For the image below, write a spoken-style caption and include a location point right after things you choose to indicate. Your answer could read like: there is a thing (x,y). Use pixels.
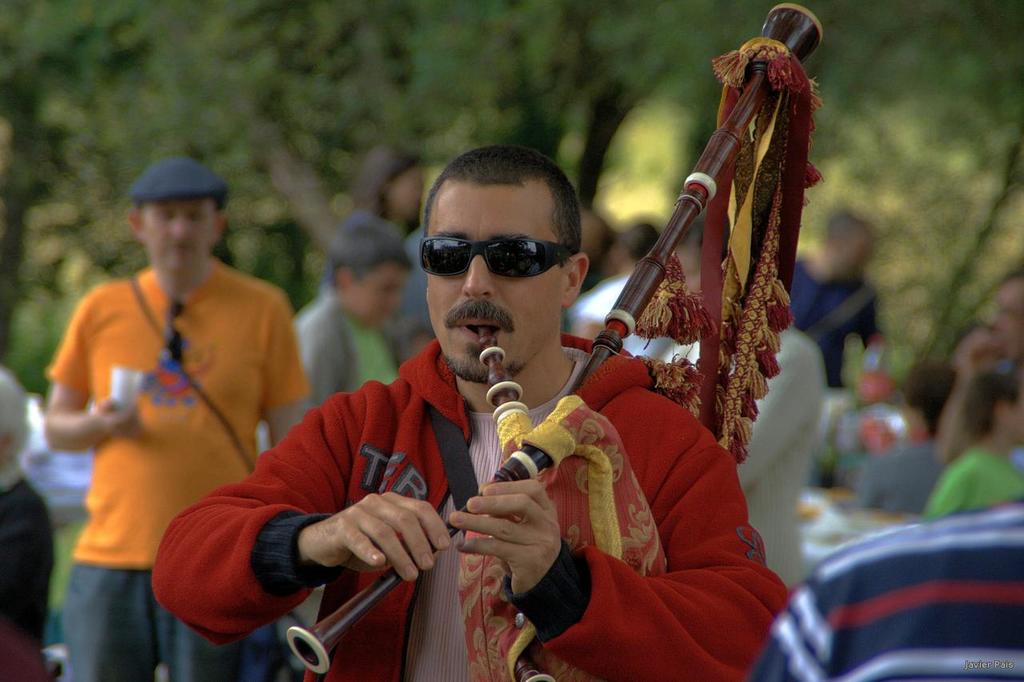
In this image I can see there is a man (480,481) playing a musical instrument (665,287) and there are a few people (121,475) standing behind him, there are few trees (839,62) and the background of the image (689,135) is blurred.
